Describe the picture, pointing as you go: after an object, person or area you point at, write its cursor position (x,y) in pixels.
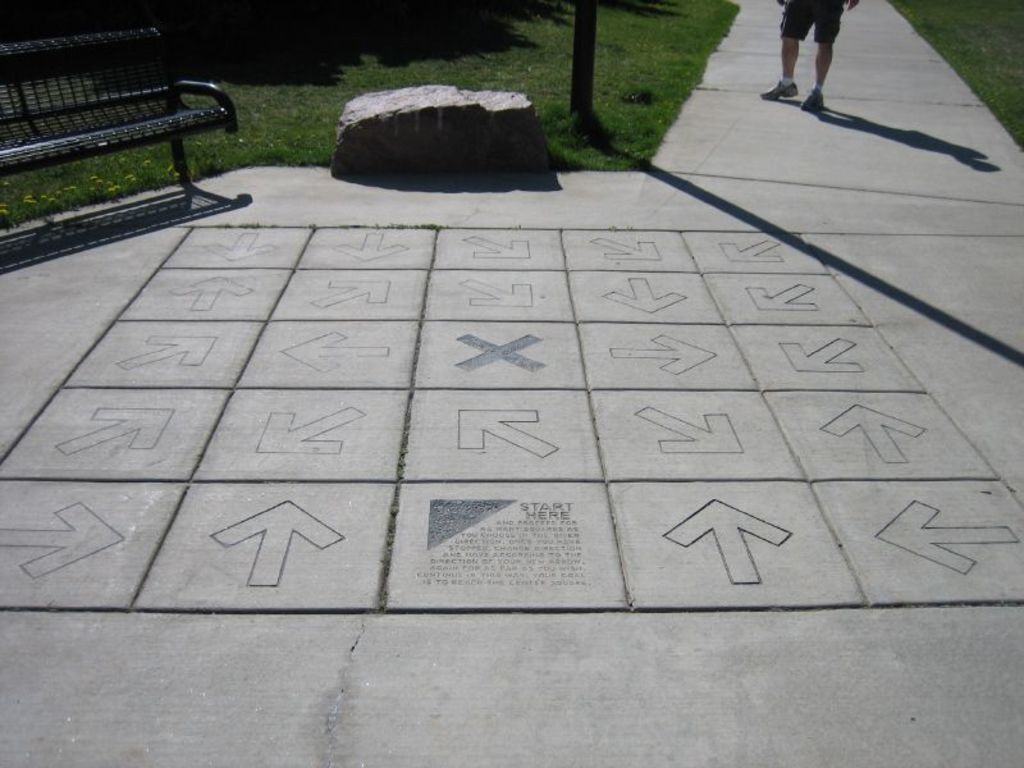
In this picture we can see signs (538,553) on the floor (554,553), bench (90,133), rock (453,154), grass (484,42) and in the background (822,9) we can see a person's legs (791,24) on the ground (896,44).
